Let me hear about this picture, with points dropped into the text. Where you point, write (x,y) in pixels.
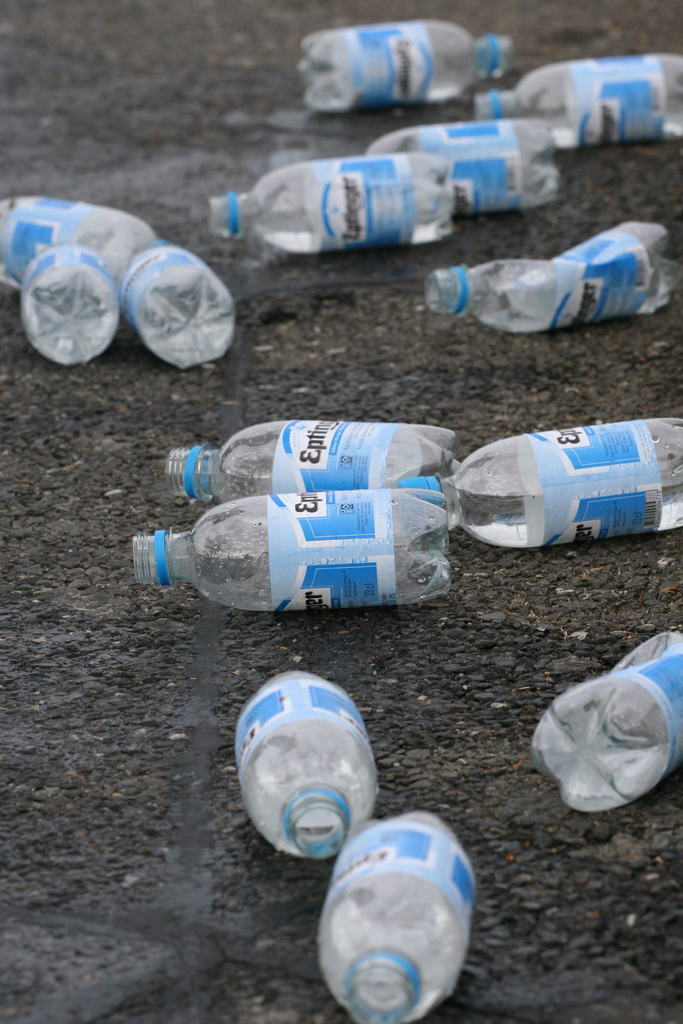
This image is taken in outdoors. In this image there is a road (207,618) and there were many empty bottles (367,542) thrown on a road (282,1020).
